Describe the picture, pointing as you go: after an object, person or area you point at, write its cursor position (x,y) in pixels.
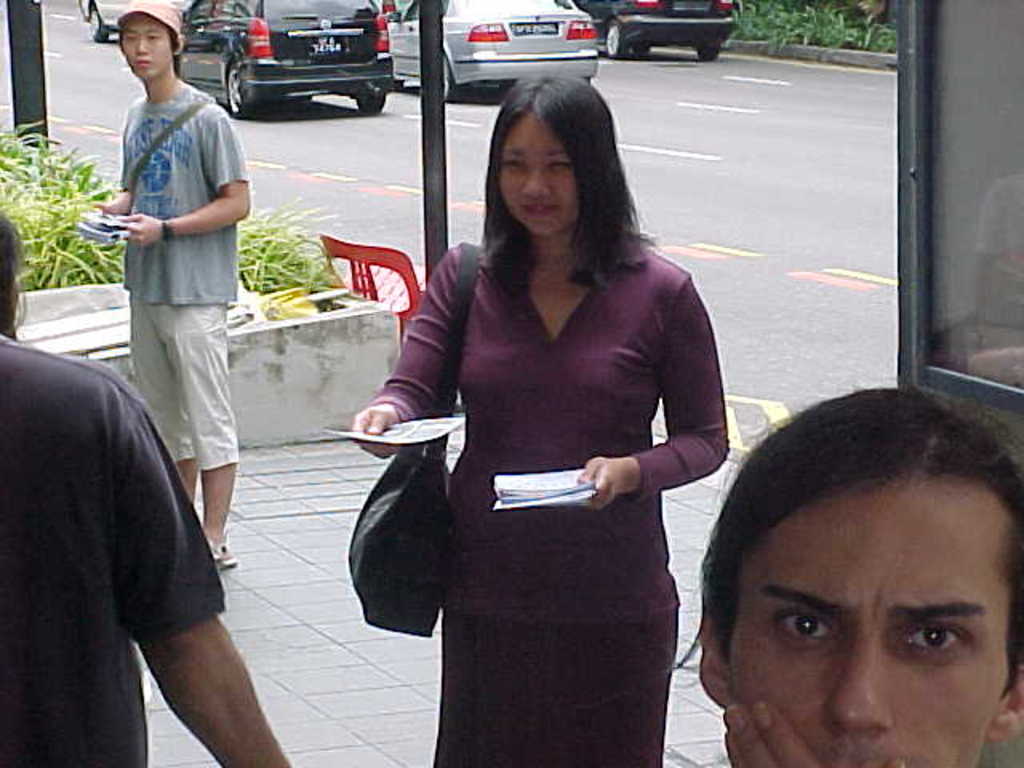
In the center of the image (425,388) there is a lady (389,395) holding papers (413,434) in her hand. In the background of the image (272,45) there are cars (313,6) on the road (654,199). There is a person (706,562) to the right side of the image (706,583). To the left side of the image (49,260) there are plants (19,232). In the background of the image (219,245) there is a person (215,302). to the left side of the image (96,564) there is another person (43,628).
